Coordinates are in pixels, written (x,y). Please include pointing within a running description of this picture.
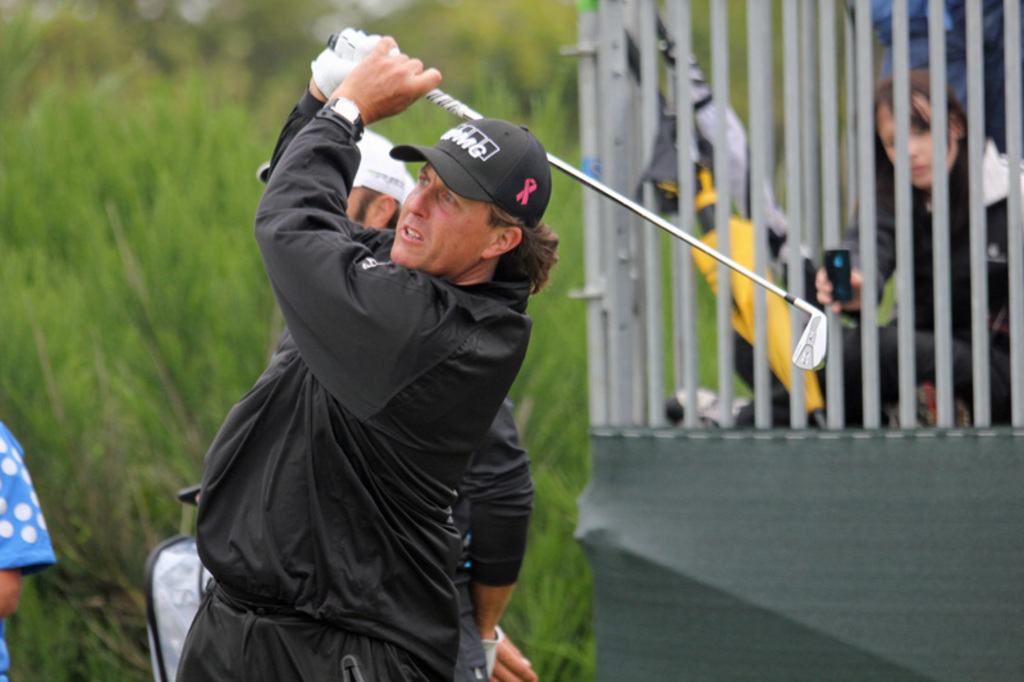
In this image we can see some group of persons (897,390). One person (455,229) is wearing a cap (488,170) and holding a golf stick (825,333) in his hand (367,79). To the right side of the image (980,346) we can see metal railing (903,420), group of objects (771,342) placed on the surface (787,430). In the background (539,411), we can see some plants (548,457).
